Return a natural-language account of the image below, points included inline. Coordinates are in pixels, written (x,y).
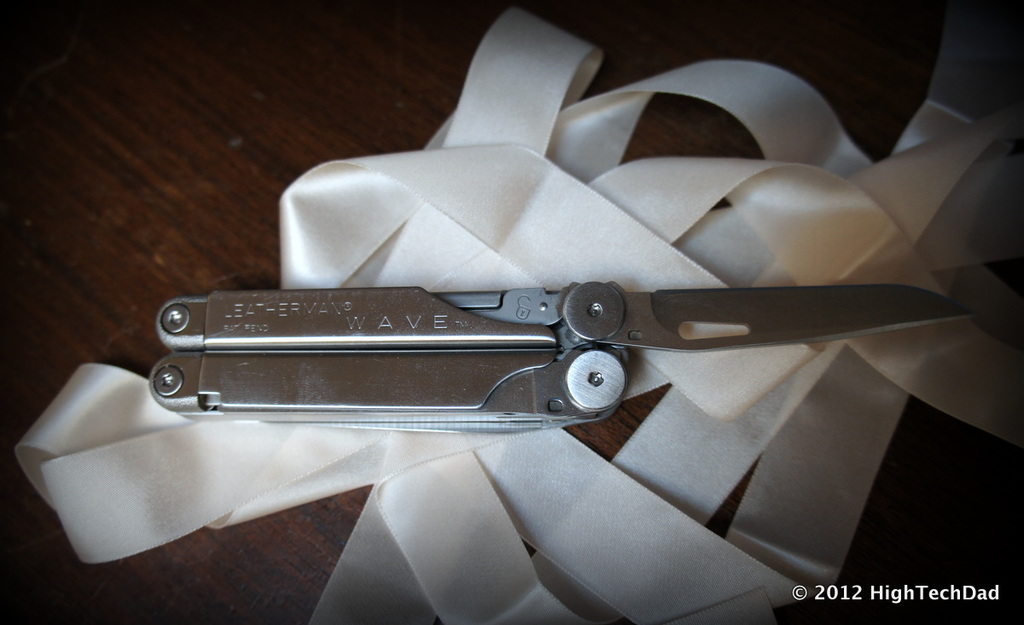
In this image there is a knife (548,316) and a ribbon (472,253) on the table (904,577), at the bottom of the image (859,585) there is some text (838,585).
